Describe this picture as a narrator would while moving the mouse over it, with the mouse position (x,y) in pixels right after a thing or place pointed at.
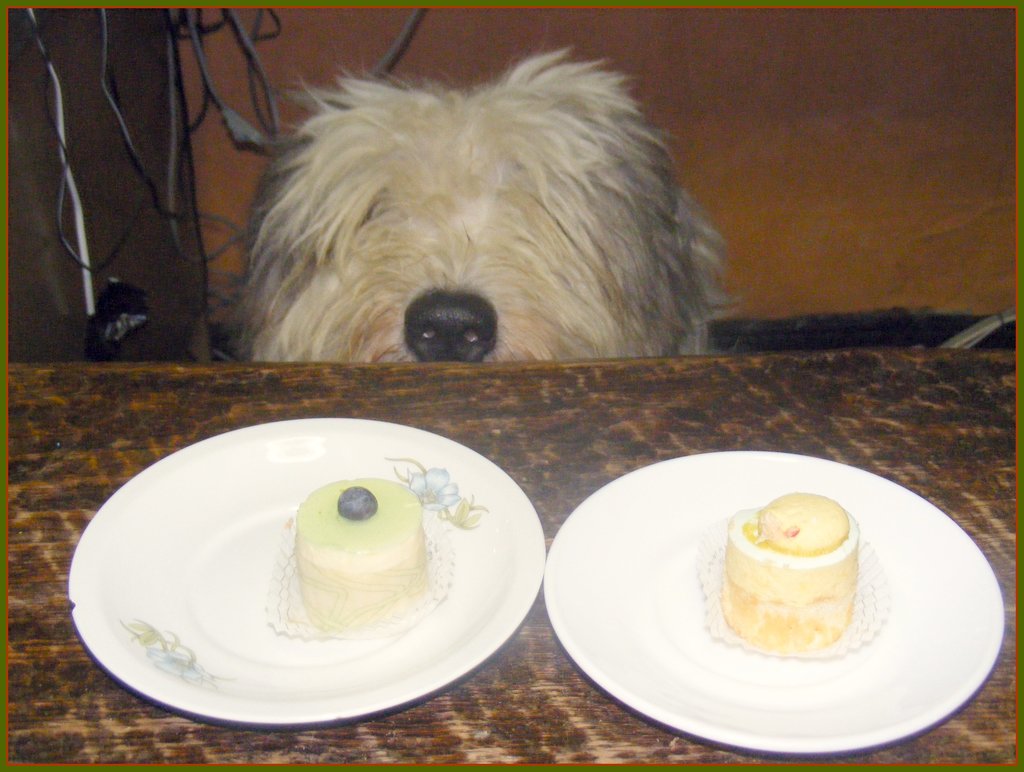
In this picture I can observe a dog (432,204) in the middle of the picture (433,264). In front of the dog (375,240) there is a table (537,417) on which two plates (447,649) are placed. I can observe cake pieces (395,554) placed in the plates (460,609). In the background (826,188) I can observe wall (716,99).
